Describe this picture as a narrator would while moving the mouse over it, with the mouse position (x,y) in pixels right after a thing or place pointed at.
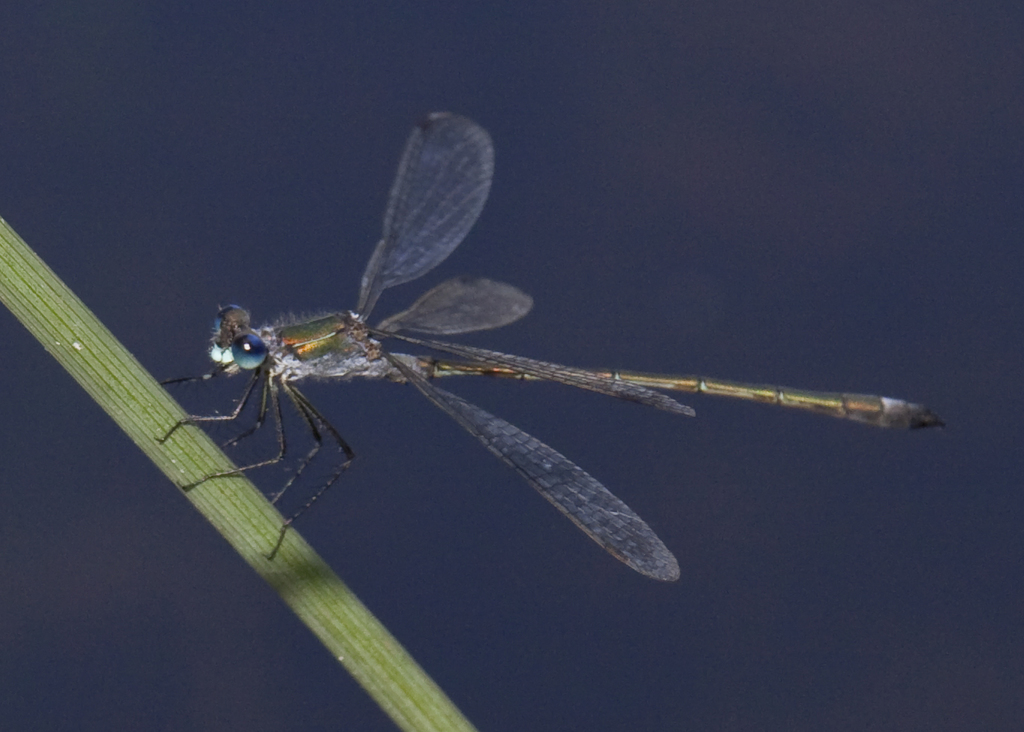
On the left side (335,320), there is an insect (324,318) having wings (425,188) and legs (242,398) on a green color leaf (229,504). And the background (10,664) is violet in color.
